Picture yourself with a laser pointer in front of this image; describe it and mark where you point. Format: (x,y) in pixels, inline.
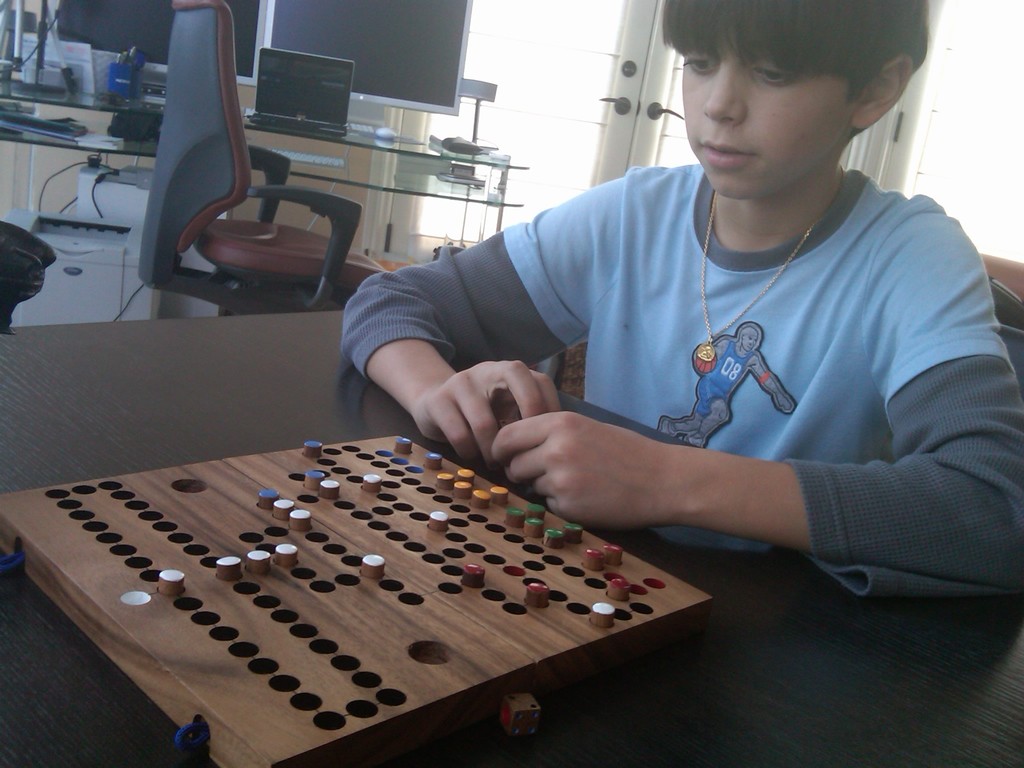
In this image we can see a child (859,323) wearing blue T-shirt (808,400) is sitting near the wooden table (19,465) where a game board (177,549) is placed. In the background (464,152), we can see printer (33,231), laptop (299,131), monitors (365,68), mouse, keyboard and a few more things (26,61) kept here. Here we can see the glass doors (666,128).
